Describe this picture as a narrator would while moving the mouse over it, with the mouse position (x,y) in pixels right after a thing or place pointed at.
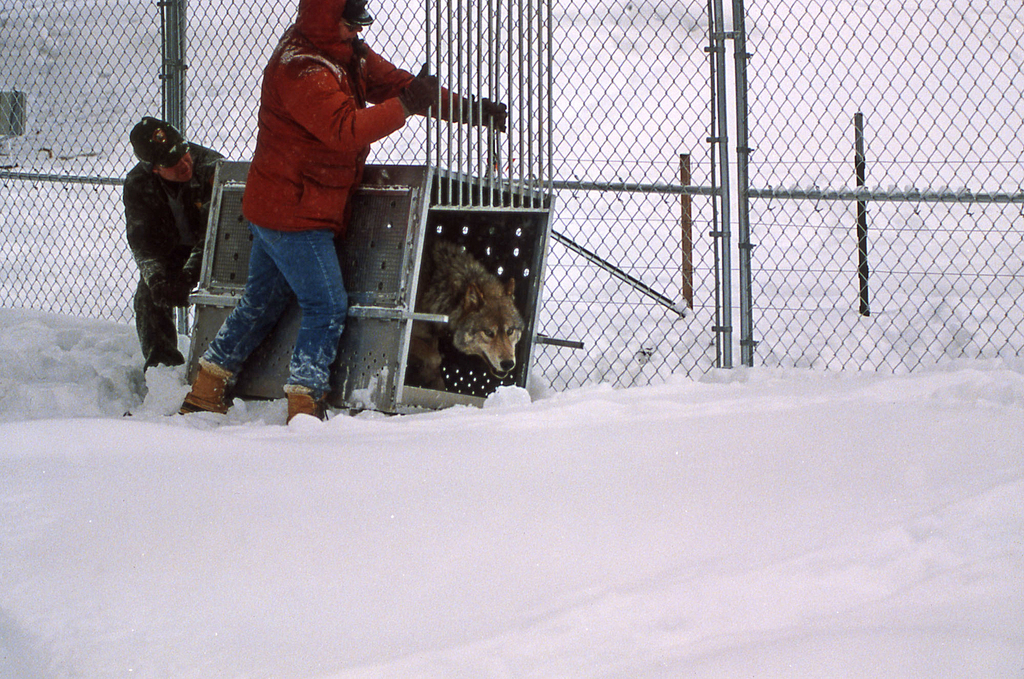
In this image, We can see a wolf (439,334) in a cage (407,314). In the middle of the image (342,232), two persons (271,273) are holding some objects (218,270). At the bottom of the image (795,499), we can see the snow (740,495). In the background (27,183), we can see the mesh (528,145), rods (996,198) and snow (22,377).
